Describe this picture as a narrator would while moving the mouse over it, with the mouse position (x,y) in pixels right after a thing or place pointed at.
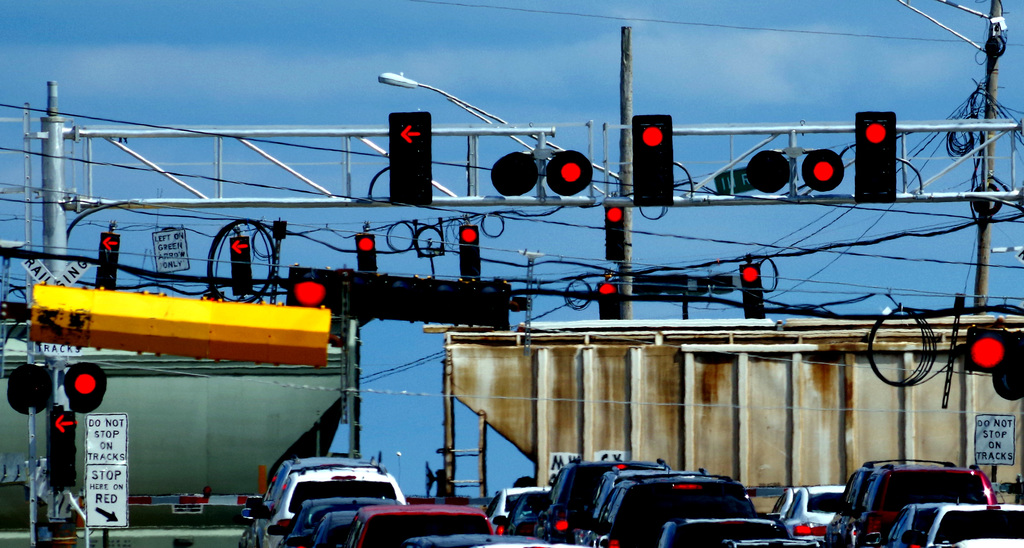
In the image we can see signal poles (568,155) and there are many vehicles (571,488). This is a board (91,480), electric pole (991,89), electric wires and a light pole (414,88), we can even see a blue sky (321,44).
